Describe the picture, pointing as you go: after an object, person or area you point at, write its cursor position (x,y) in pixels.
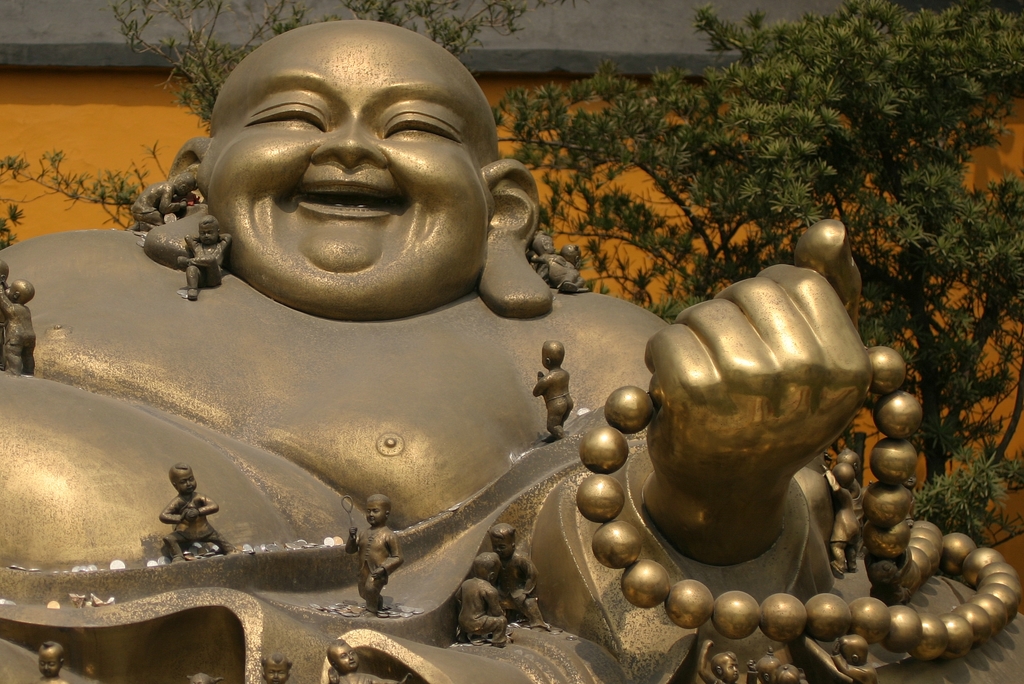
It is a laughing Buddha statue (434,320) which is in gold color. In the right side (869,93) there are trees (869,93) and this is a wall (99,126) in the left side (97,108) which is in an orange color.
